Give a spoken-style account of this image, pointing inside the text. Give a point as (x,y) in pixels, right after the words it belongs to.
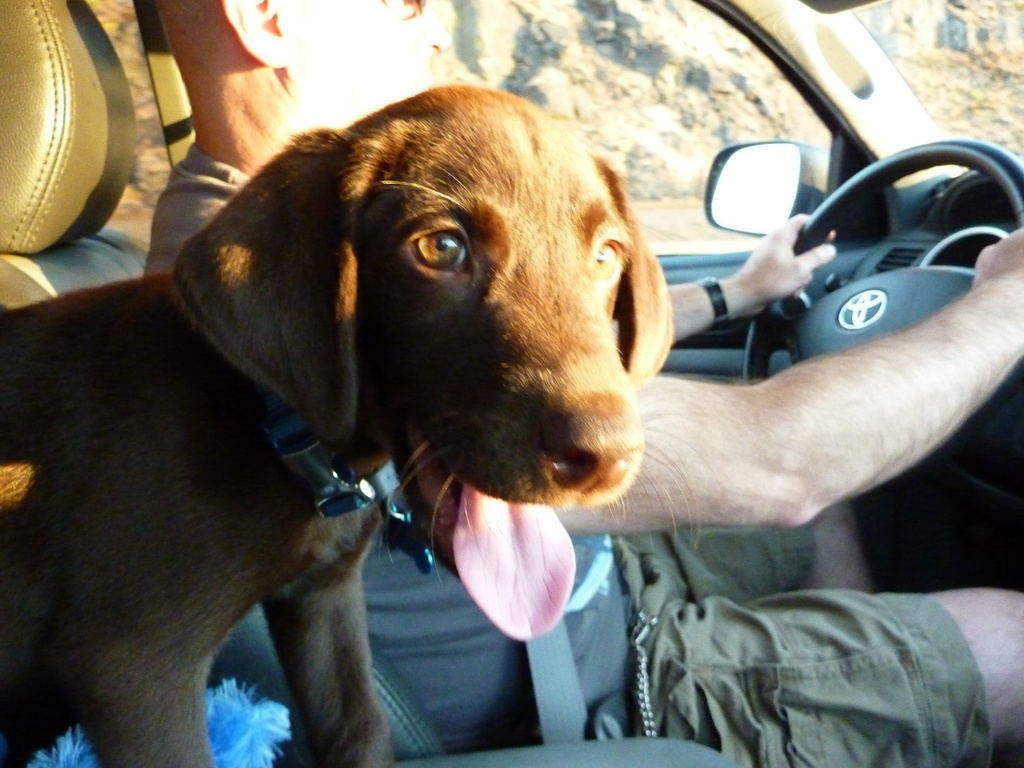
In the middle of the image (675,391) there is a man (790,228) sitting on a vehicle (879,231). Bottom left side of the image (328,655) there is a dog (398,206) on the vehicle (766,42). Through the window (583,46) we can see the hill (663,40).
